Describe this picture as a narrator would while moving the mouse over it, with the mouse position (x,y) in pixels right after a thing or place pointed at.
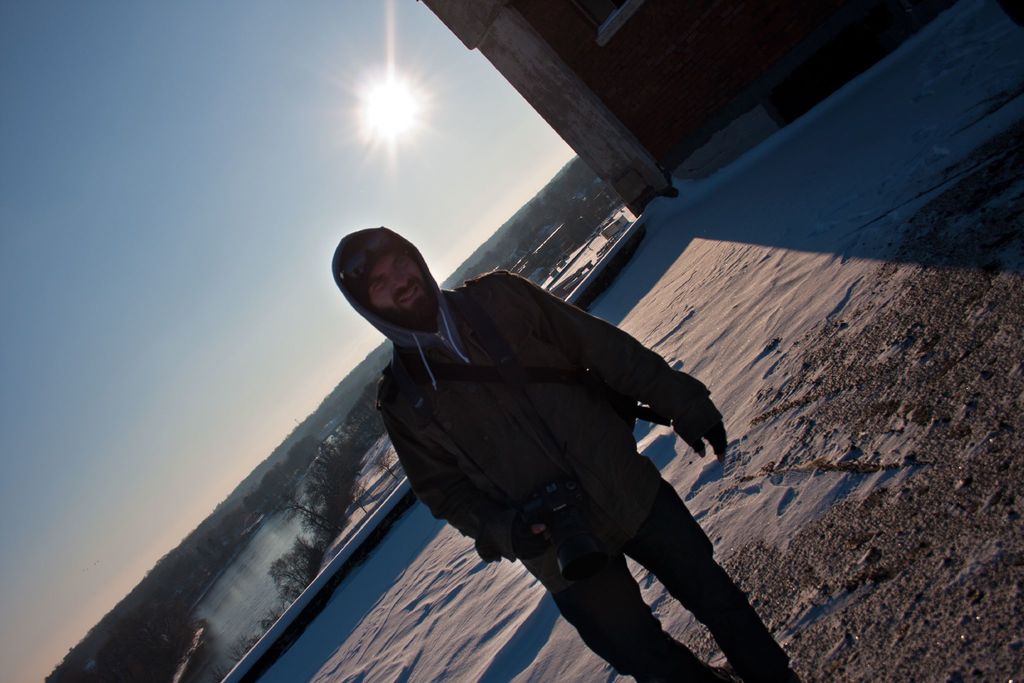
In this image there is a person (527,444) standing, beside the person (477,498) there is a building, behind the person (426,471) there is a river (242,586), trees (282,583) and houses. In the sky (379,198), there is sun (386,114).
